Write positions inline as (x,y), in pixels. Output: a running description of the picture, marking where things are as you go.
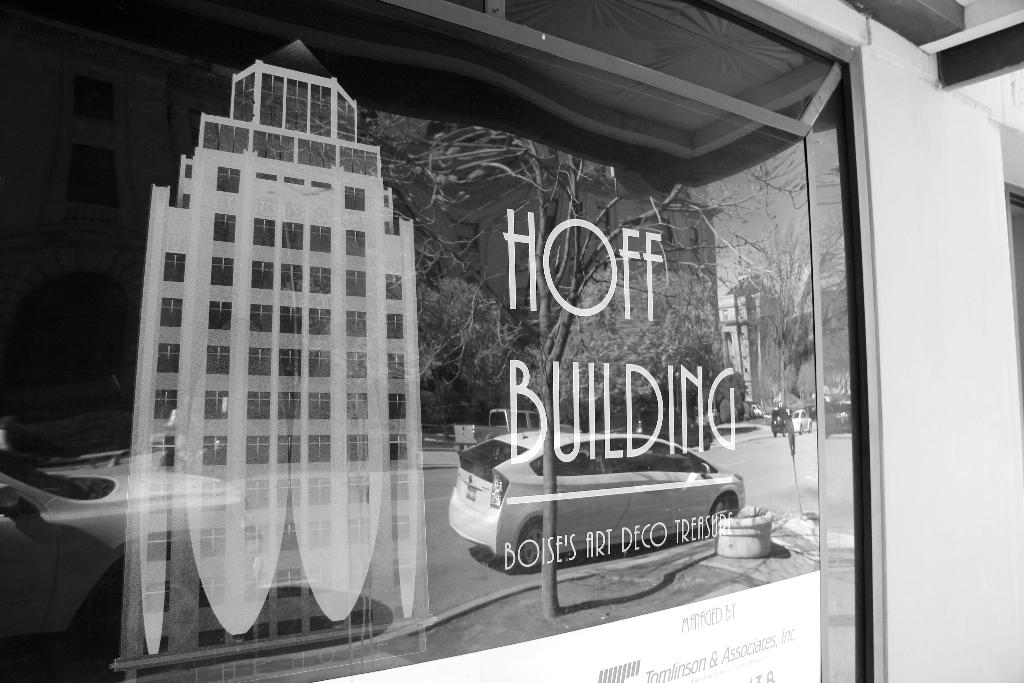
In this image in the foreground (715,277) there is a glass door (542,281), on the door (524,306) there is a text (517,237) and depiction (301,344) of building (323,445) and through the door (396,524) we could see reflection (602,509) of vehicles (588,506), trees (658,381), buildings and road (765,470). And on the right side of the image (925,226) there is wall (957,367).
